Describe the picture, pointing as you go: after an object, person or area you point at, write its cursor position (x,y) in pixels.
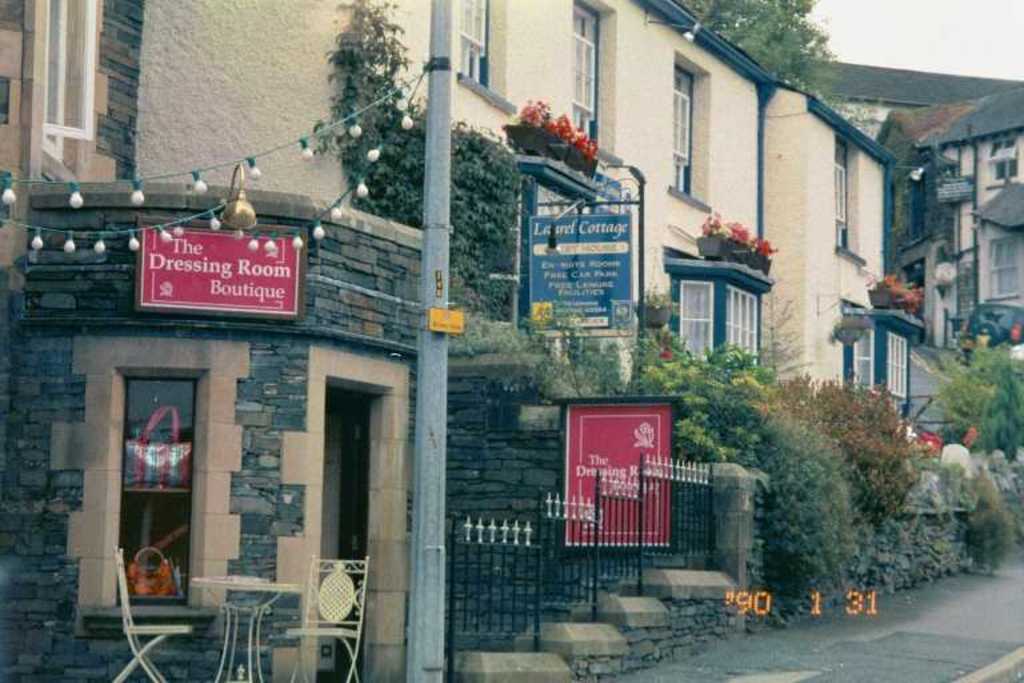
In the foreground of this image (876,633), there is a side path (858,658) at the bottom (887,658). We can also see a railing (628,560), pole (438,265), lights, boards (280,275), chairs (364,599), a table (237,619), potted plants (526,140), buildings (926,308), creepers (463,197), wall (1005,470), tree (788,54) and the sky (927,51).
